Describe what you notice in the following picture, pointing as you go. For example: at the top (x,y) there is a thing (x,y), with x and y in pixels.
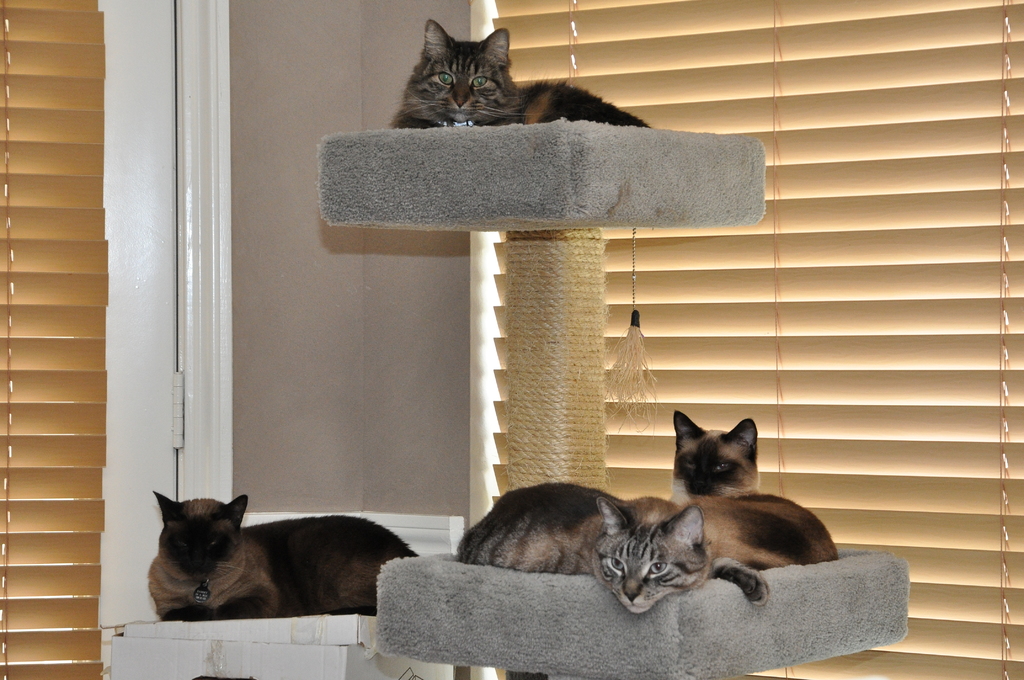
In this image we can see the cats (466,550) on the objects (562,446), there are shutters (99,351) and a window (99,325).
